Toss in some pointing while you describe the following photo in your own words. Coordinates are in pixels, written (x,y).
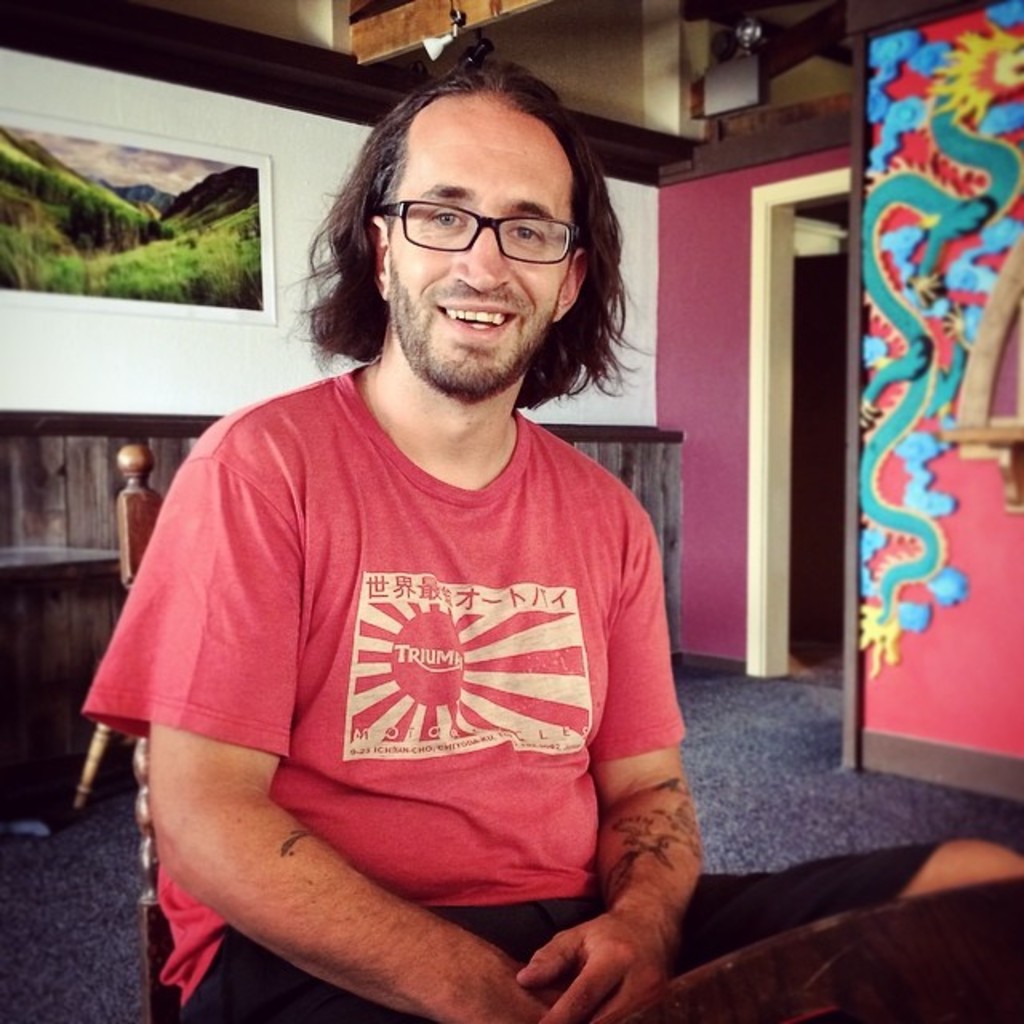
In this image, we can see a man (480,691) is seeing and smiling. He wore glasses (554,253) and t shirt (379,725). He is sitting on the chair (155,961). Background (724,767) we can see floor (717,698), wall (730,483) and photo frame (154,303).
